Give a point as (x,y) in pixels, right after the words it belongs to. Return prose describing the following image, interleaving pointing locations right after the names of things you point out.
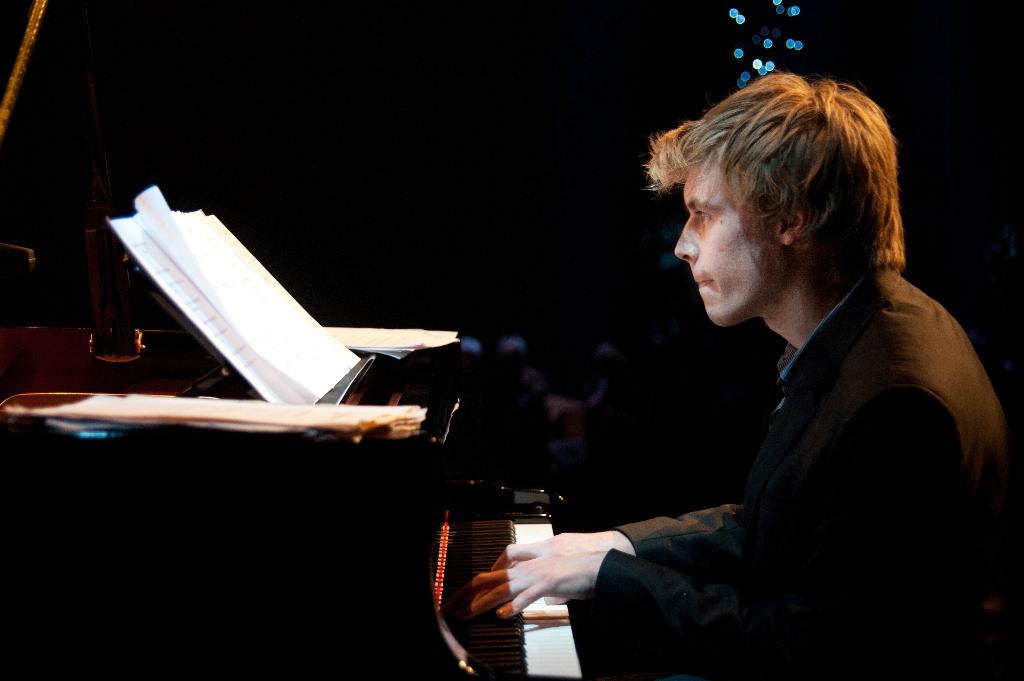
Here we can see a person (690,538) playing piano (496,531) with musical notes (315,380) present in front of him.
